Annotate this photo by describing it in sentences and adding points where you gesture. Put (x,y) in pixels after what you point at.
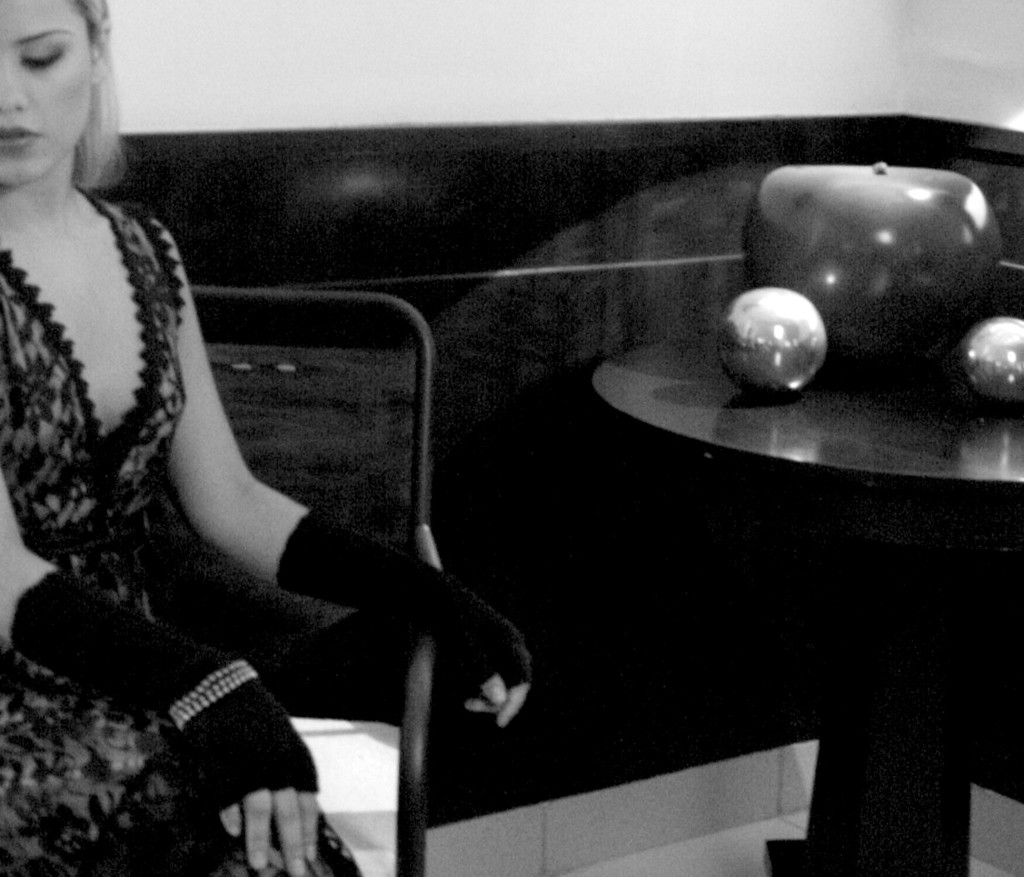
In this image I see a woman (225,856), who is sitting on a chair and there is a table (848,872) over here and there are few things (951,183) on it. In the background (997,92) i see the wall (983,15).
